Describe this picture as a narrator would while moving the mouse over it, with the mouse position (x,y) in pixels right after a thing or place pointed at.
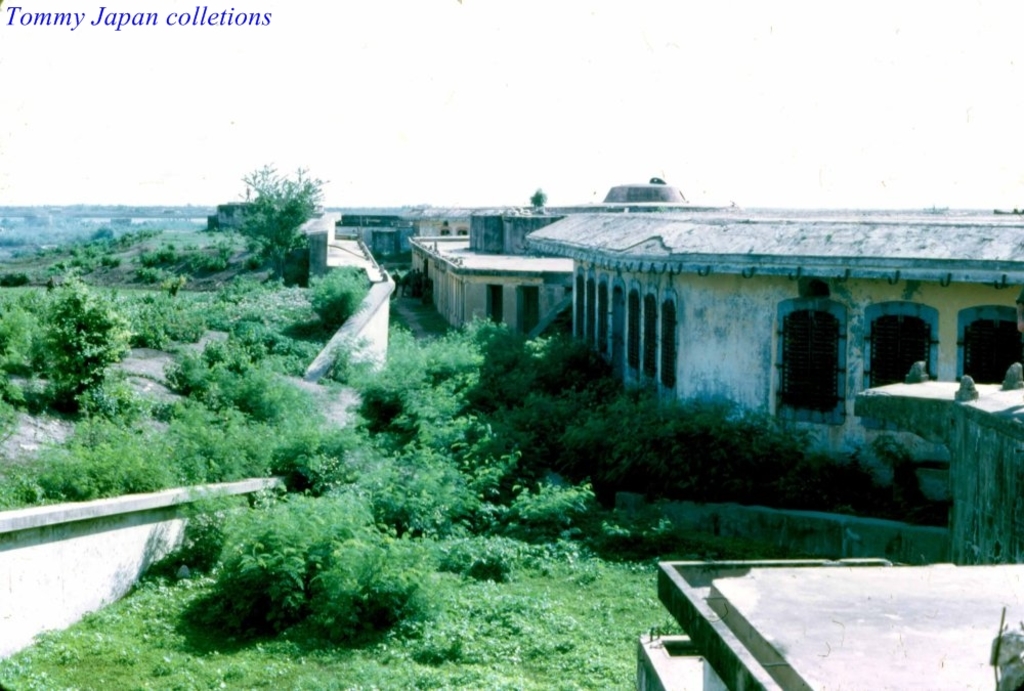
In the center of the image (523,254) there are houses (850,416). There are trees (496,401). There is grass (488,598).
